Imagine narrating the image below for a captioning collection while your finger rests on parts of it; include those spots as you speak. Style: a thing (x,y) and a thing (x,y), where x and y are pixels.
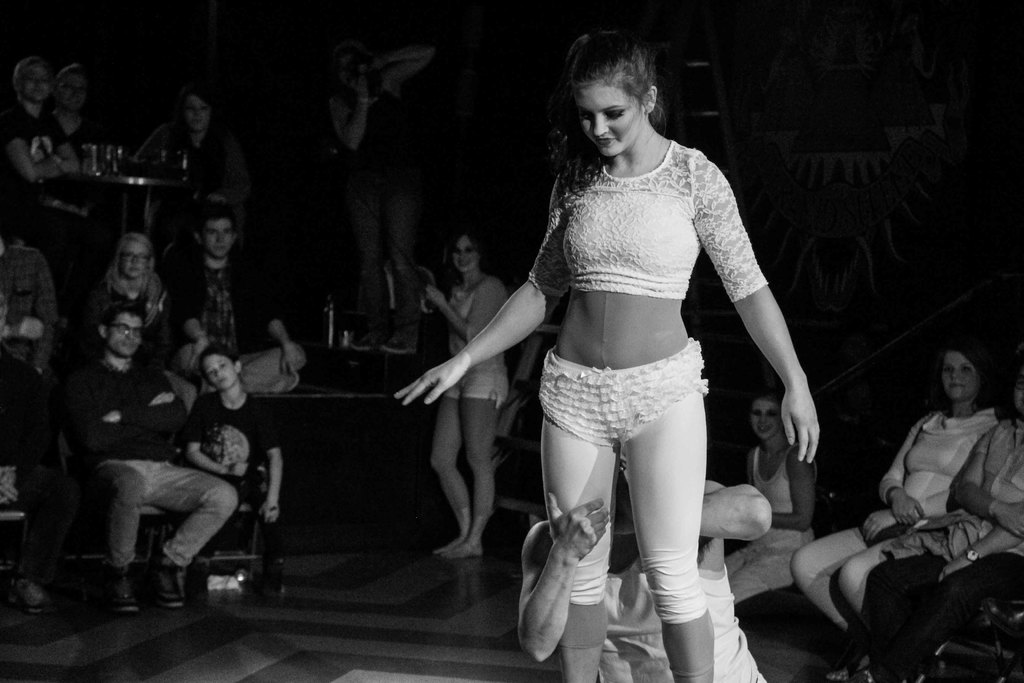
In this image I can see the black and white picture in which I can see a woman (608,340) wearing white colored dress (628,433) is standing and a man (749,671) wearing white colored dress (731,629) is sitting. In the background (134,401) I can see few persons (162,445) are sitting and few persons (369,272) are standing. I can see the wall (819,193), a ladder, a person (386,75) holding a camera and the dark background (343,0).
